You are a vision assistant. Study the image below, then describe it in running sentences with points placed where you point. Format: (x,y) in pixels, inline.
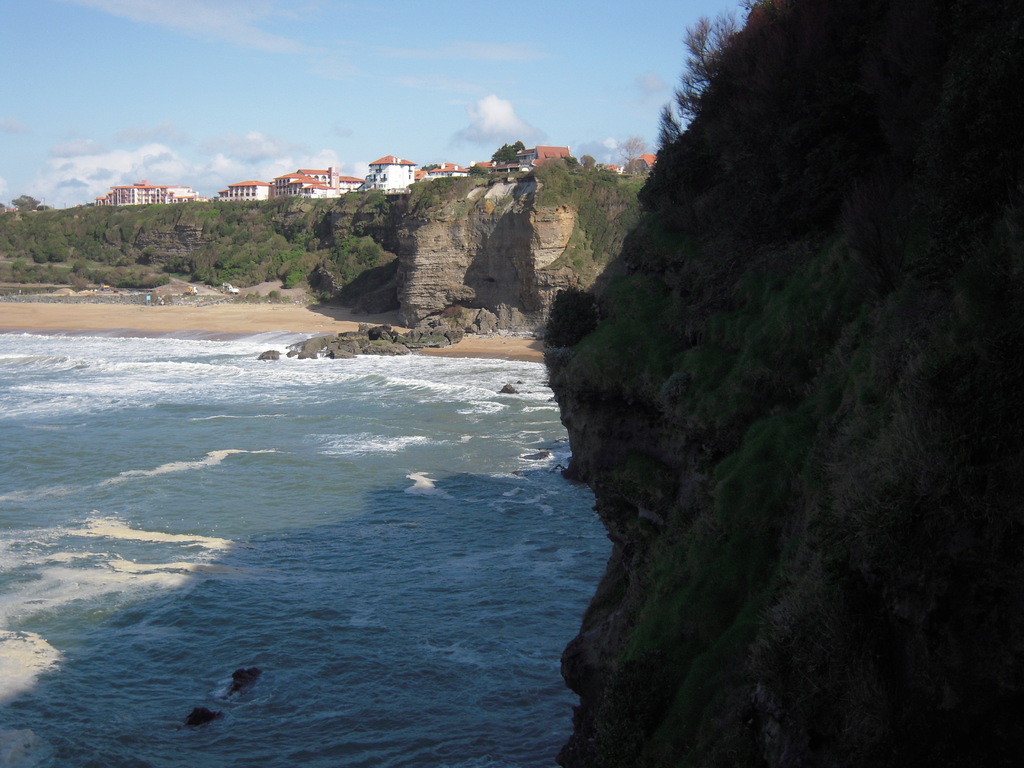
In this image at the bottom (242,609) there is a beach (534,568), and on the right side (953,486) there is a mountain (721,447) in the background (327,193) there are some trees (51,243), hills (488,242) and some houses (317,193). On the top of the image (452,114) there is sky (141,150).
